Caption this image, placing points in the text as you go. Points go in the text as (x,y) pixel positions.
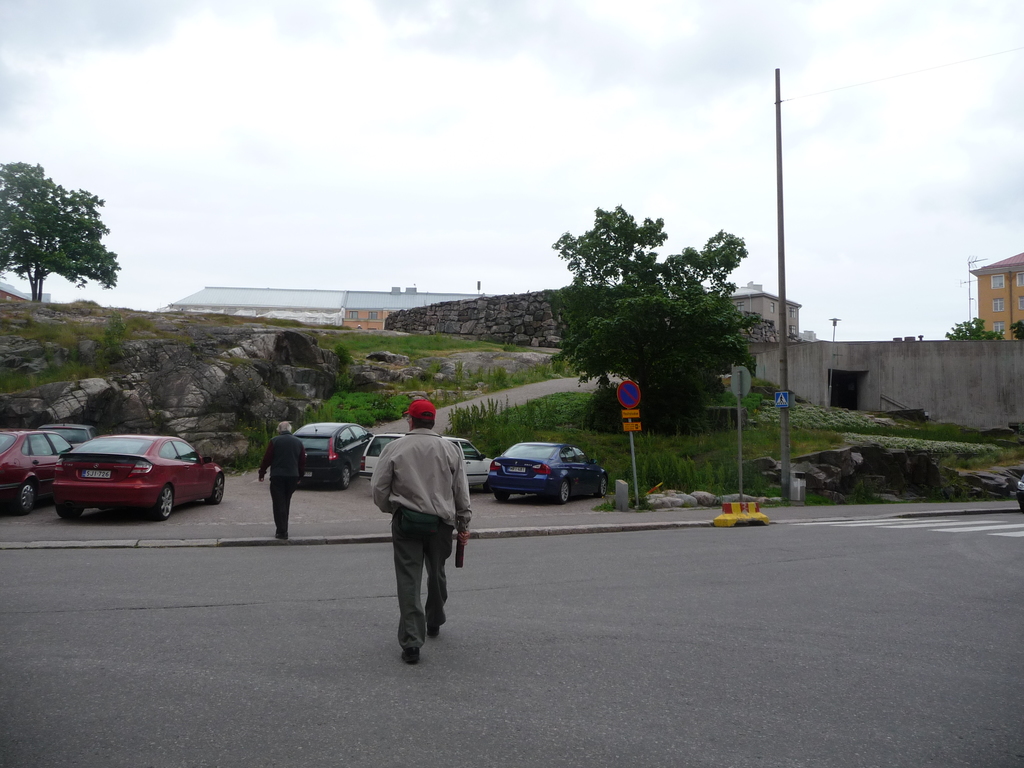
In this image we can see there are two persons (396,537) walking on the road (381,616). There are some vehicles (311,453) parked to the side of the road (383,596). In the background of the image (33,261) there are some buildings (958,361), trees (48,241) and sky (378,164).
